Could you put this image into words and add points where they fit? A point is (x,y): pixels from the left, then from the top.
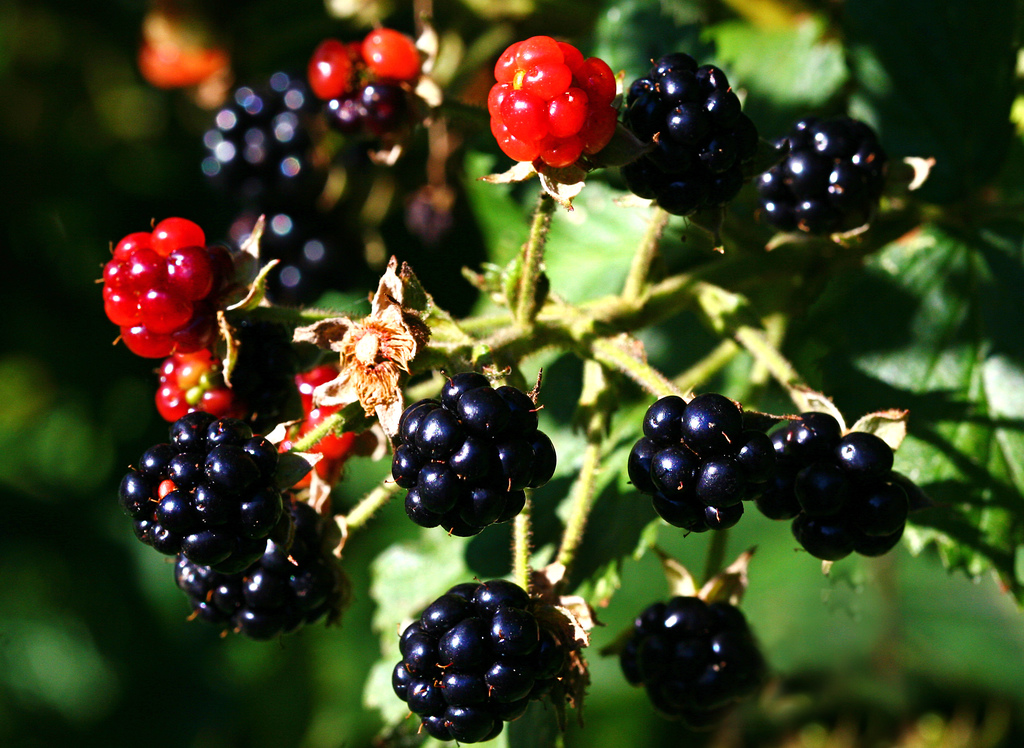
In the center of the image (499,460) we can see one tree (746,329). On the tree (774,244), we can see the fruits (544,443), which are in red and black color.
